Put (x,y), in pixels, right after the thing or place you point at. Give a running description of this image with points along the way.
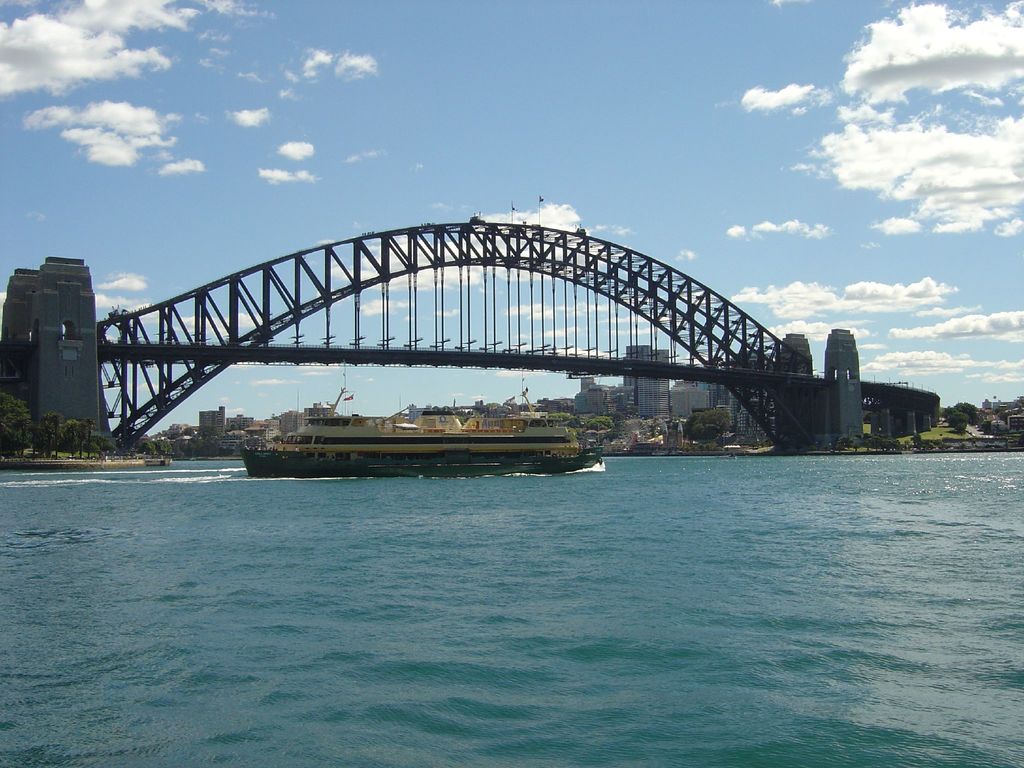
In this image in the middle (396,361), there is a bridge (470,337). At the bottom (519,596) there is a boat (482,471), water (455,632). In the background (981,369) there are buildings (718,399), trees (961,418), sky (718,114), clouds (893,123).
